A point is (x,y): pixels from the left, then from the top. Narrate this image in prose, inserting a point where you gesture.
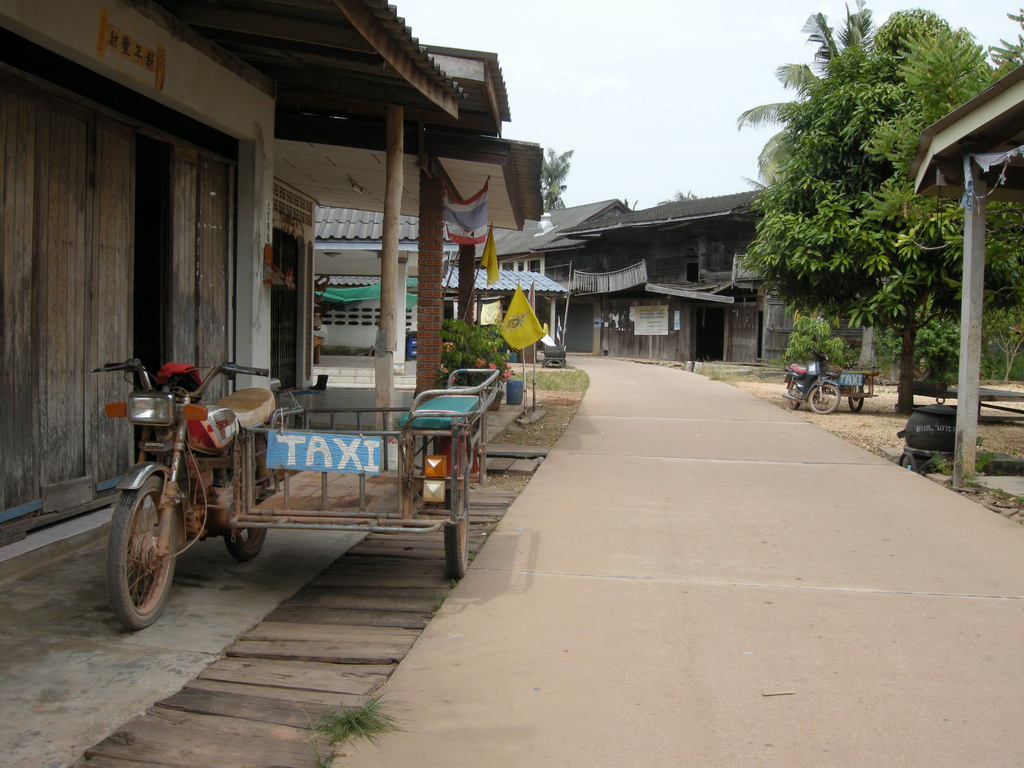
In the image on the left (193,261) we can see house (11,283), wall (152,87), roof (387,19), pillar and one vehicle (303,508). On vehicle (271,444), it is written as "Taxi". In the background (401,386) we can see sky (660,68), clouds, trees (845,278), buildings (706,291), wall (720,278), roof (479,287), flags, vehicles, sign boards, grass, black color pot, green sheet (378,286), dustbin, road (671,435) etc.
